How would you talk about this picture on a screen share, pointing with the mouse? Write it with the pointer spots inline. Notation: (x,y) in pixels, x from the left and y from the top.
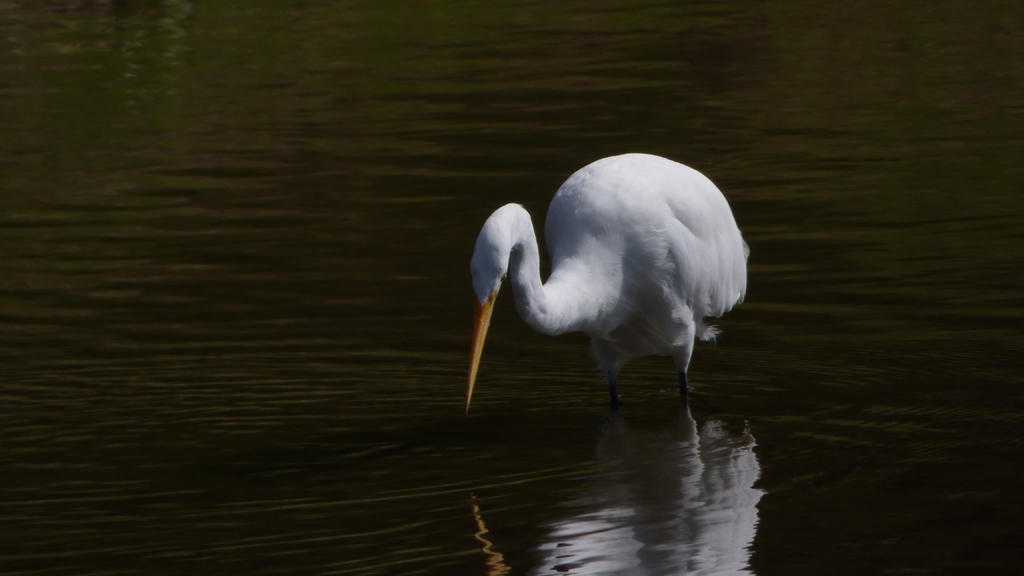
As we can see in the image there is white color bird (541,284) and water (390,420).
